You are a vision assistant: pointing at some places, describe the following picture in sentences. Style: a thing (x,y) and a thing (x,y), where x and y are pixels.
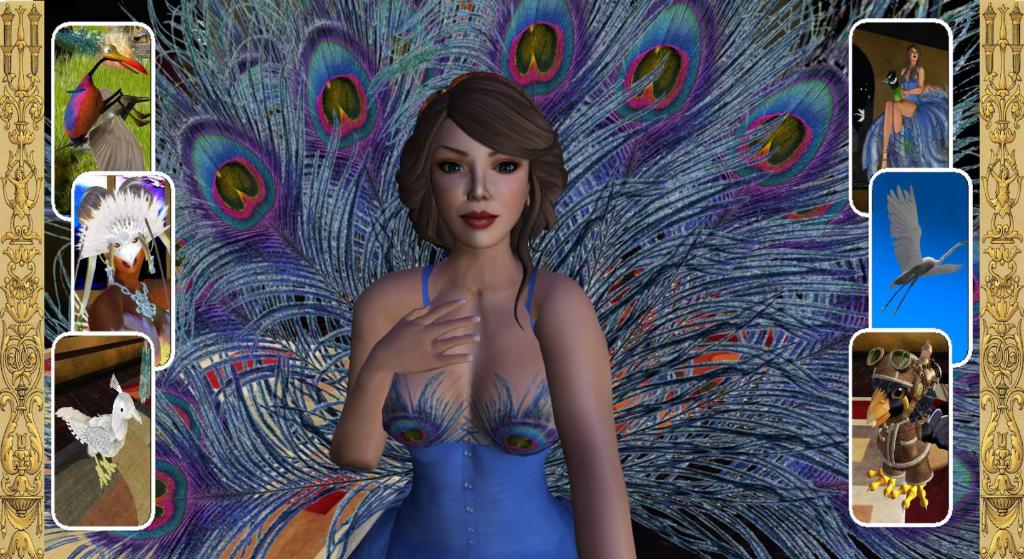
In this image I can see depiction pictures (480,151) of people (377,344) and of few animals (892,490).
